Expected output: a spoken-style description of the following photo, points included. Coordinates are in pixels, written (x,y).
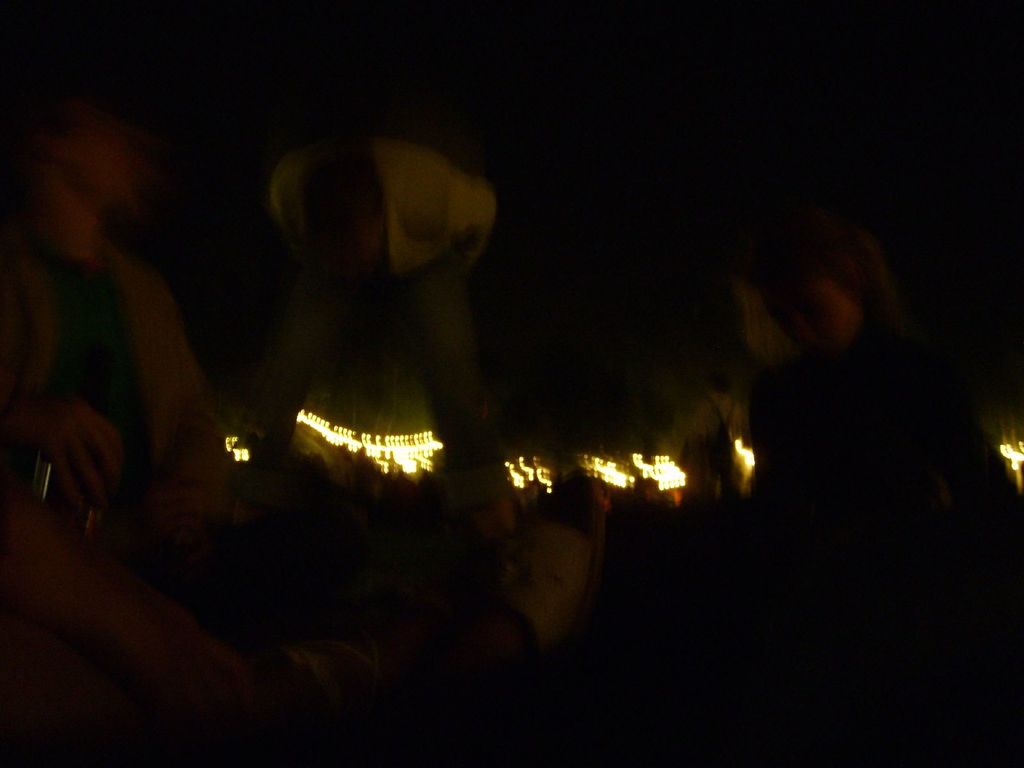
In this picture we can see a group of people (559,599) and lights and in the background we can see it is dark.
